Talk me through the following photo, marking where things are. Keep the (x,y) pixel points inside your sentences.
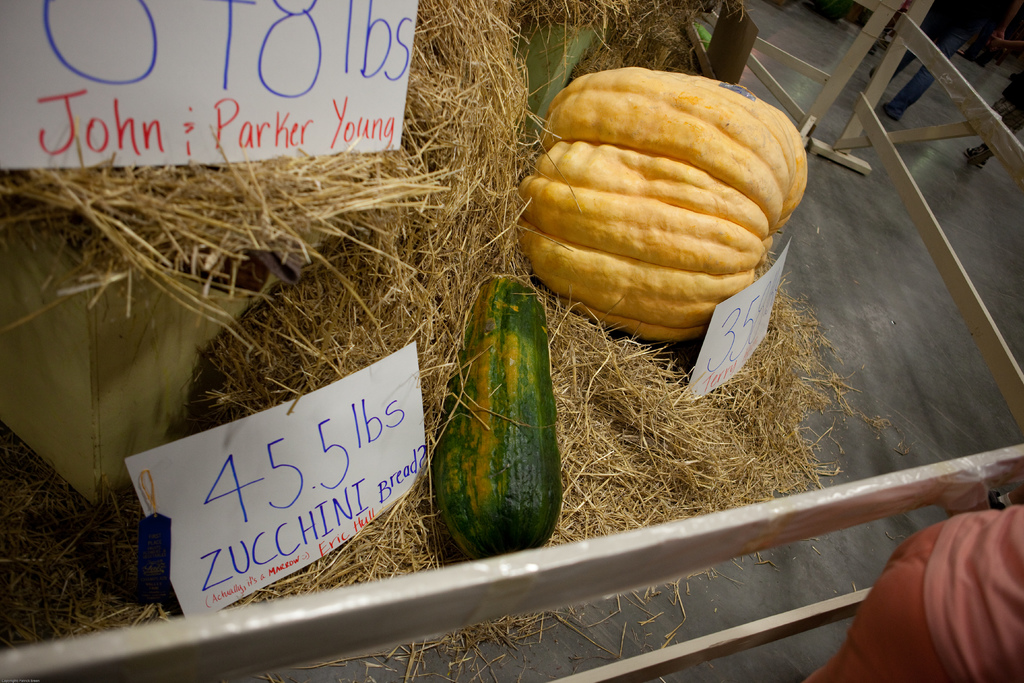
In this image there is some grass (5,547), box (147,387), boards (198,454), pumpkin (581,285) and some vegetable (507,387), and on the boards (2,136) there is text (339,541). And in the foreground (872,632) there is a fence (977,327) and some people (921,631) are standing, and at the bottom (802,652) there is floor (823,190).
